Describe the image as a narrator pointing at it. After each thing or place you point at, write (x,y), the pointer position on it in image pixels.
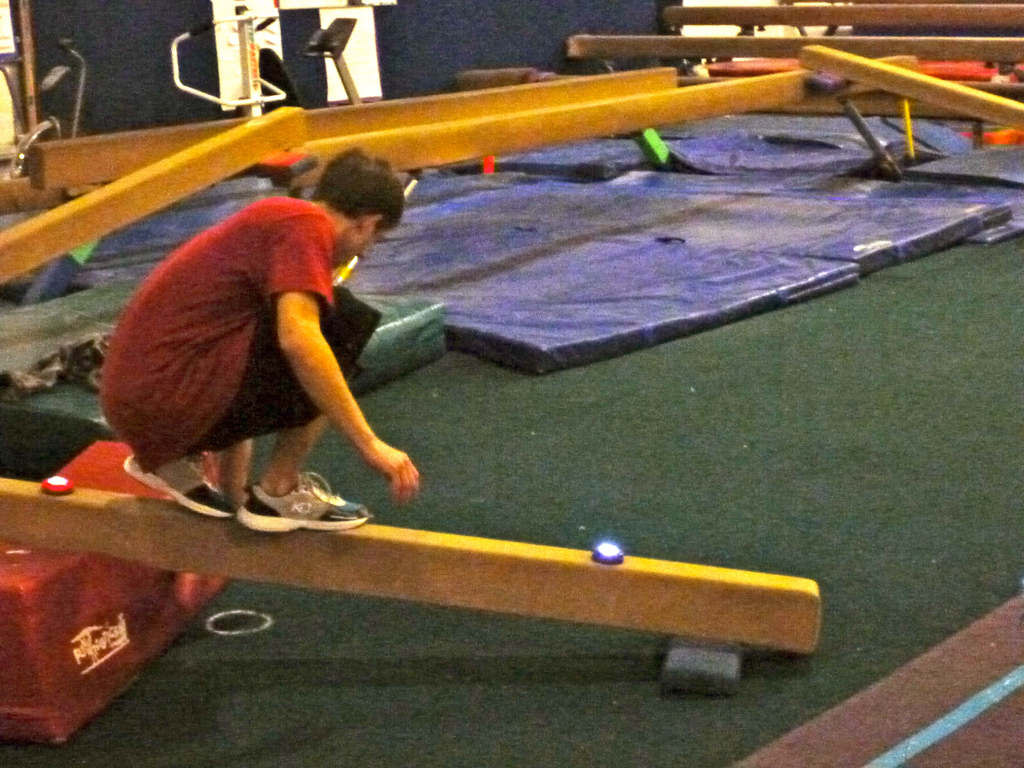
In this image I can see a boy (369,427) is standing on a bar (67,510), he wore t-shirt (230,387), short (305,405), shoes (268,496). There are lights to this bar (327,579), at the top (611,166) there are blue color sheets (675,237).
